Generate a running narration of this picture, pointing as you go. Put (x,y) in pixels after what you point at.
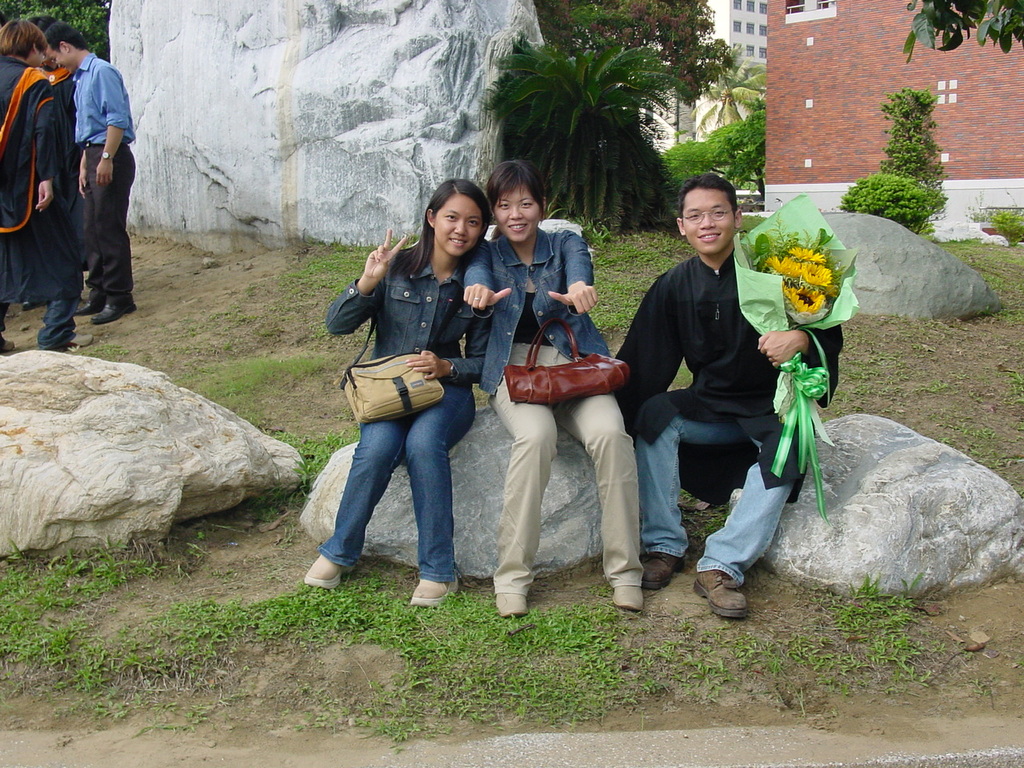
This image is taken in outdoors. In the middle of the image (348,293) three people (455,206) are sitting on the rock (469,478), two woman (440,499) and a man (709,406) holding a bouquet (824,269) in his hand (765,348). In the left side of the image (162,452) there is a rock (150,523). In the bottom of the image (522,623) there is a ground (66,620) with grass (38,643). In the right side of the image (806,142) there is a building (893,40) with window (807,7). In the left side of the image (112,204) few people (20,94) are standing on the ground (706,659). In the background (221,67) there is a rock (244,73), few trees (726,77) and plants (603,131) and building (745,19) with windows (738,7).
